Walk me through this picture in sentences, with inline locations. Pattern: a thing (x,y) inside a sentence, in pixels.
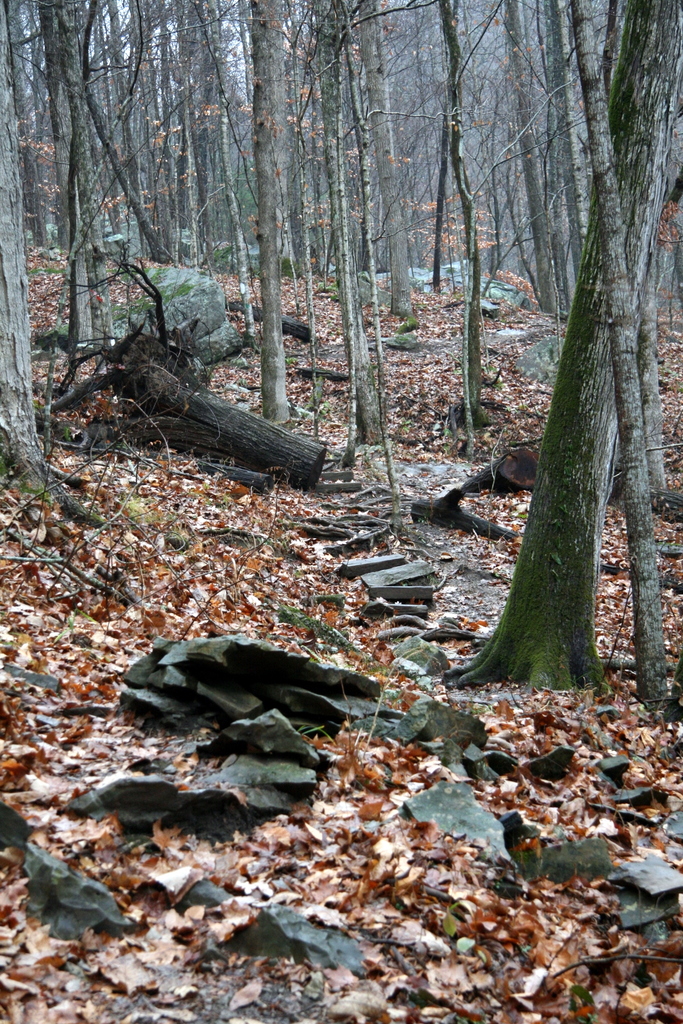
In this image, there are some leaves (381,1006) on the ground (310,819) and there is a tree trunk (206,436) on the ground (361,556), there are some trees (293,120).
